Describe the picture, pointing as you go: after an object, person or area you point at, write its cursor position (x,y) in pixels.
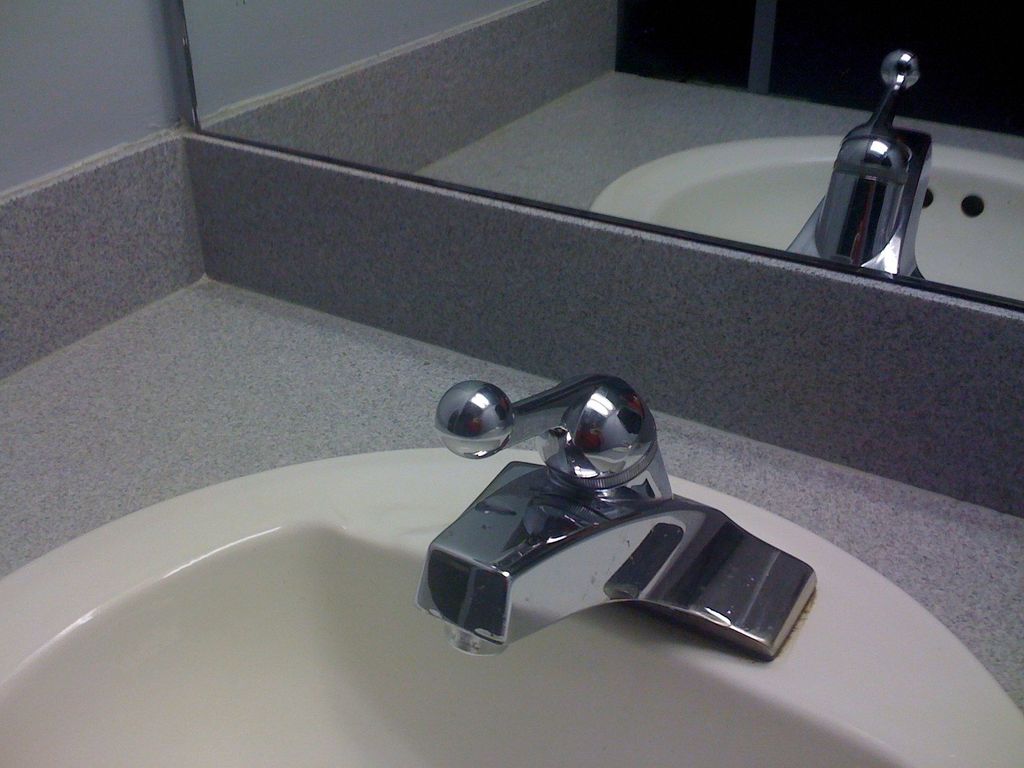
In this picture we can see a wash basin (234,495) with a tap (461,558). We can also see a mirror (598,25) with the reflection (790,227) of the wash basin (822,180) in it.
